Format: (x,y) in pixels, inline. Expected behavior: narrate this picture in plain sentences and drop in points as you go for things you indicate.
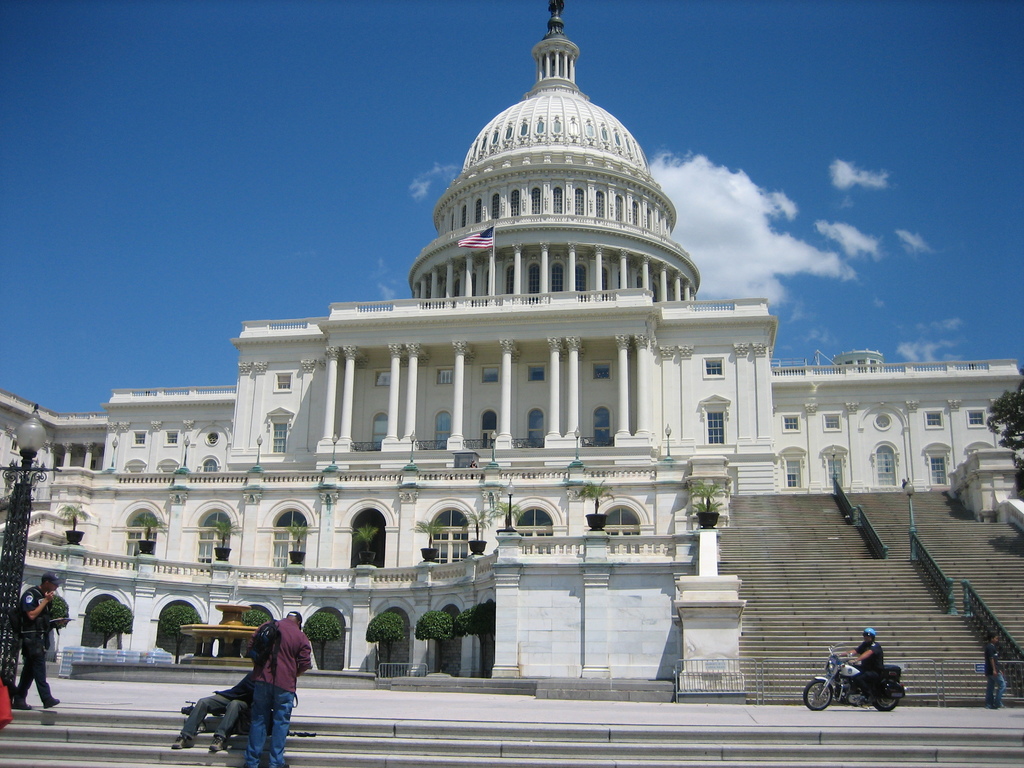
In this image we can see buildings (516,391), house plants (229,531), trees (173,612), motor vehicle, grills (1015,680), staircase (806,632), railings (886,554), street poles (24,452), street lights (32,434), trees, persons (197,707) sitting and standing on the stairs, flag (474,241) to the flag post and sky (977,89) with clouds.
